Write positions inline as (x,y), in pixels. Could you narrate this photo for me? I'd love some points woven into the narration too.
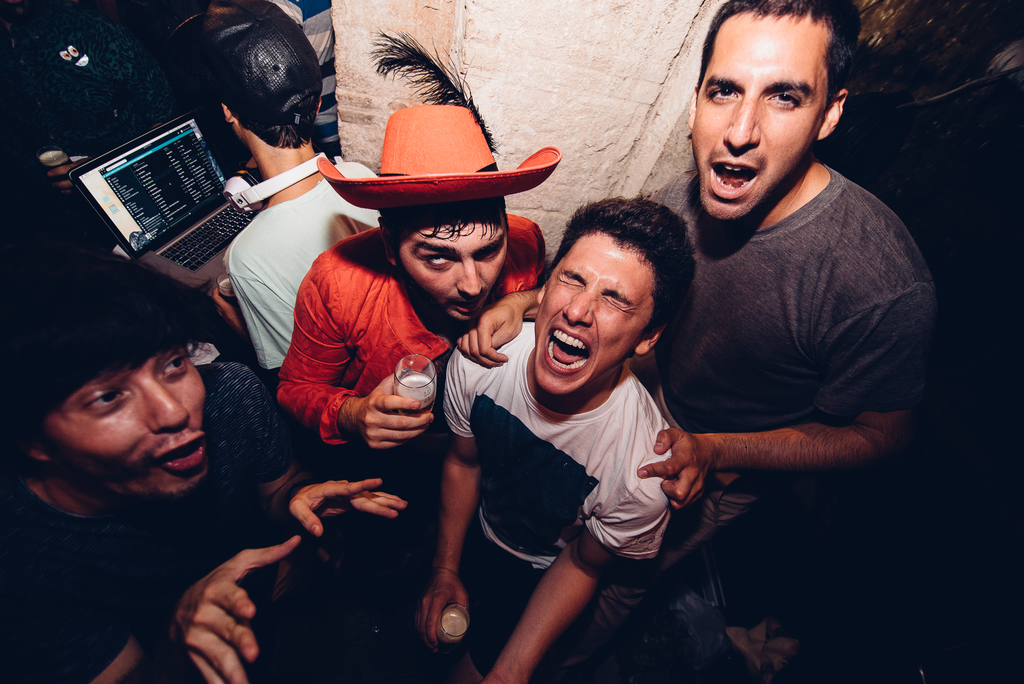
There are some persons (561,547) standing at the bottom of this image (214,508) and the persons (449,399) standing in middle (415,358) is holding some glass (417,390). There is one person (249,248) holding a laptop (219,239) on the left side of this image (252,232). There is pillar (611,104) as we can see at the top side of this image (584,68).
